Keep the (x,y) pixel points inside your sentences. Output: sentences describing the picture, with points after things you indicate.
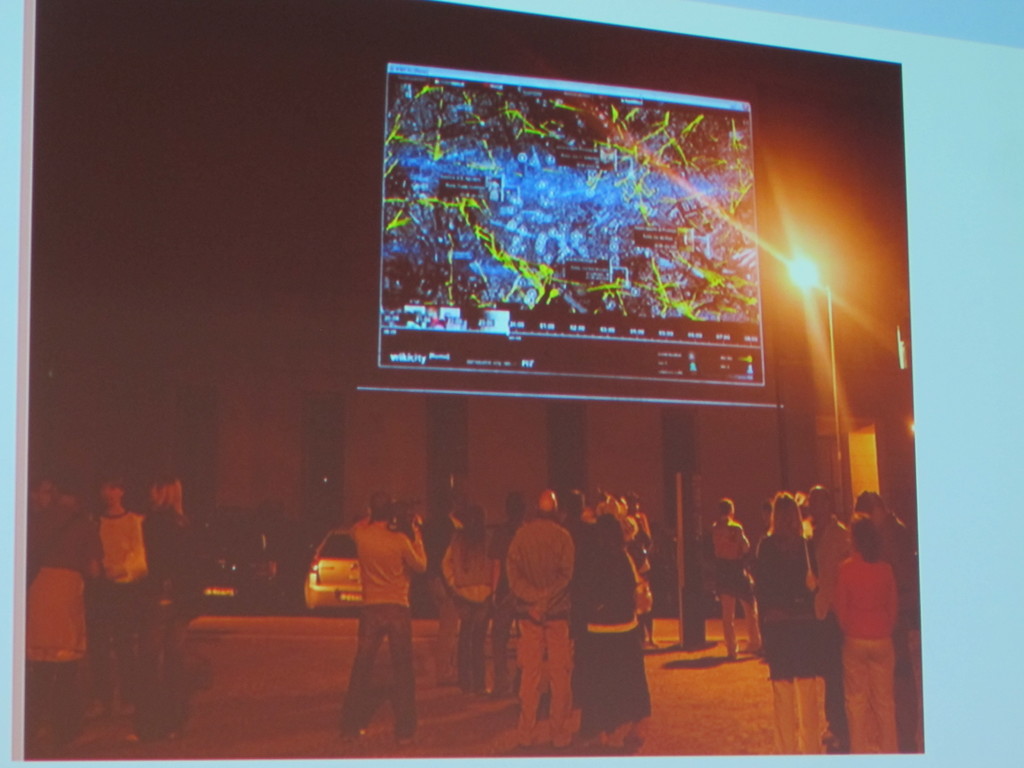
In this image I can see few persons (152,596) standing. I can see few vehicles (327,605). I can see a big screen (549,321).
